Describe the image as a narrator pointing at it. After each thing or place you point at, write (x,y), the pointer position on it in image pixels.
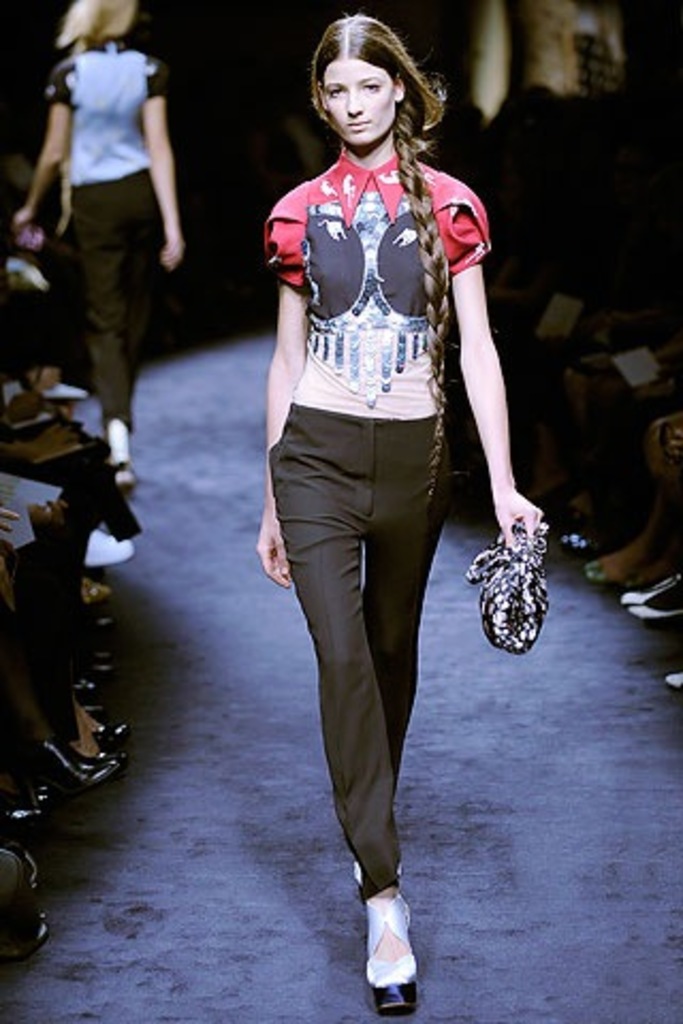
In the image there is a model (349,497) walking on the dais (202,572), around her there are a lot of people (42,398) sitting and the background of the woman (361,112) is blur.
